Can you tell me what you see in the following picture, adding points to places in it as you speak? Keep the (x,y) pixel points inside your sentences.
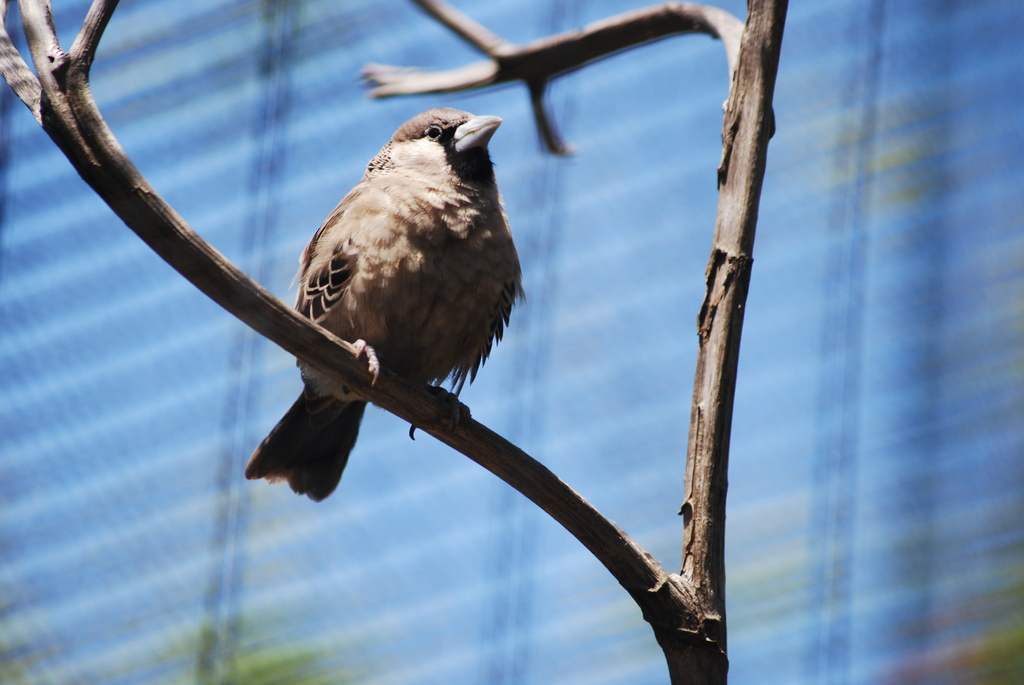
In the center of the image (342,233) there is a bird (319,316) sitting on a tree branch (402,381).
